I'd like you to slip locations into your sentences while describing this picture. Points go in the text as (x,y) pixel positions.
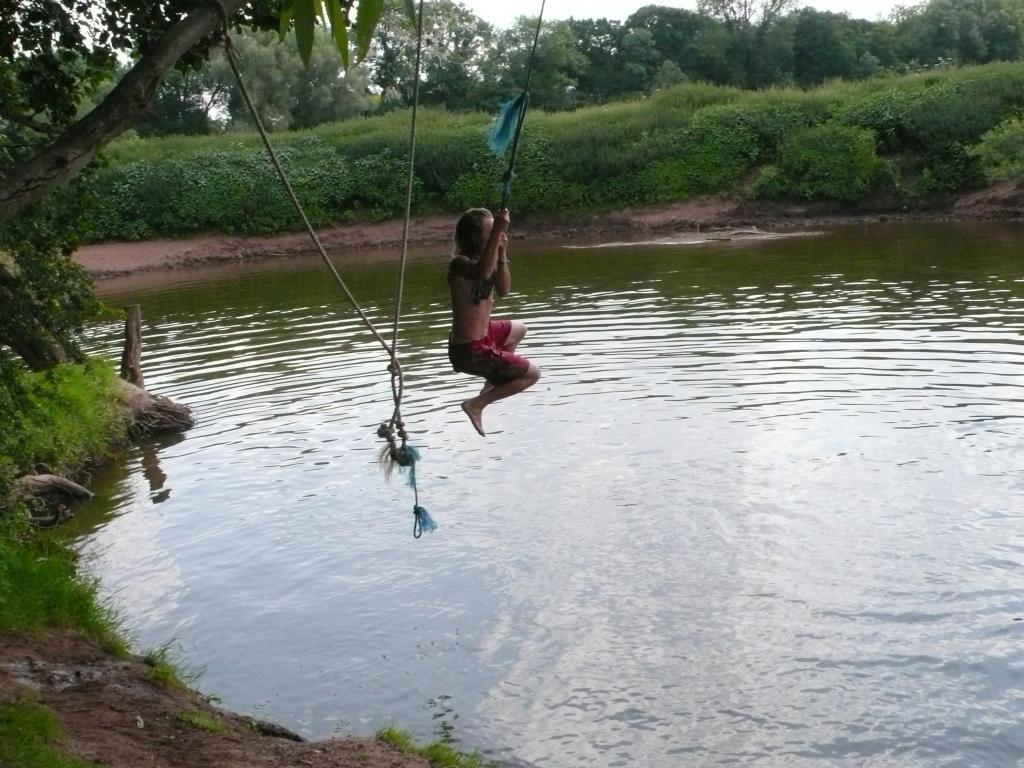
In this image I can see there is a person (459,276) holding a rope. And there are trees (757,79), water (638,355) and plants (815,128). At the side there is a grass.
